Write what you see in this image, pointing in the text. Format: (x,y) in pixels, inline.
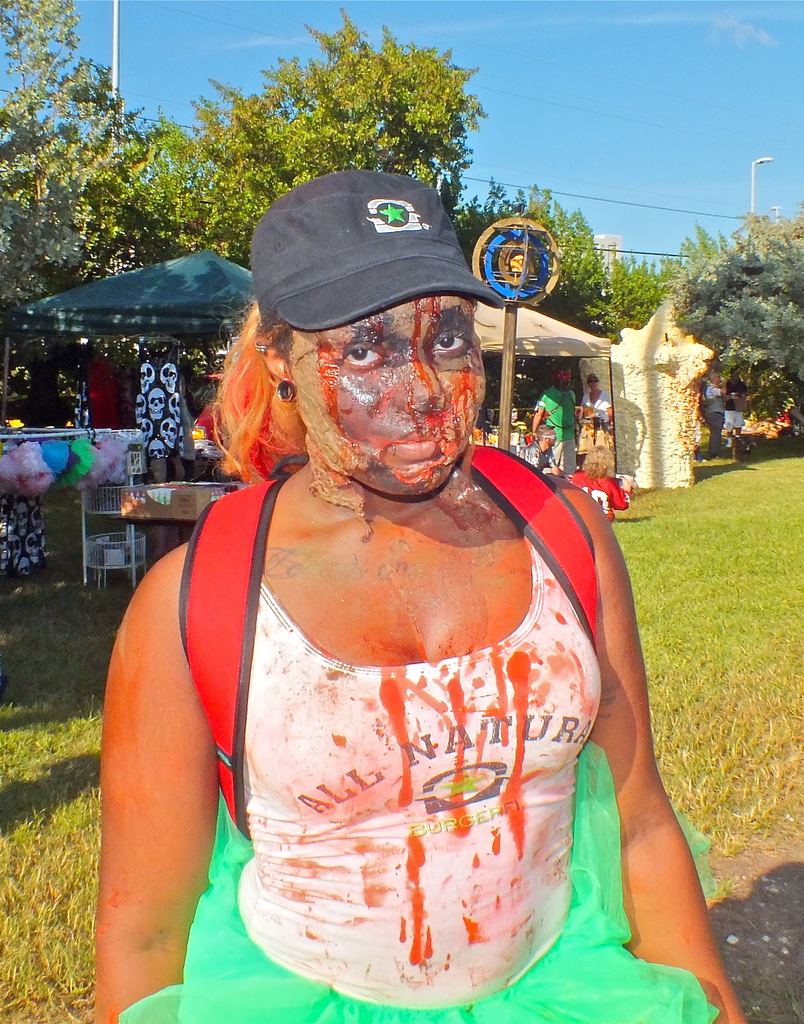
In this image I see a woman (358,429) who is wearing a cap (393,276) and I see painting (390,377) on her face (393,413) and in the background (786,505) I see the green grass (768,449) and i see few stalls (581,344) and I see number of trees (459,185), light poles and the blue sky (512,68).
